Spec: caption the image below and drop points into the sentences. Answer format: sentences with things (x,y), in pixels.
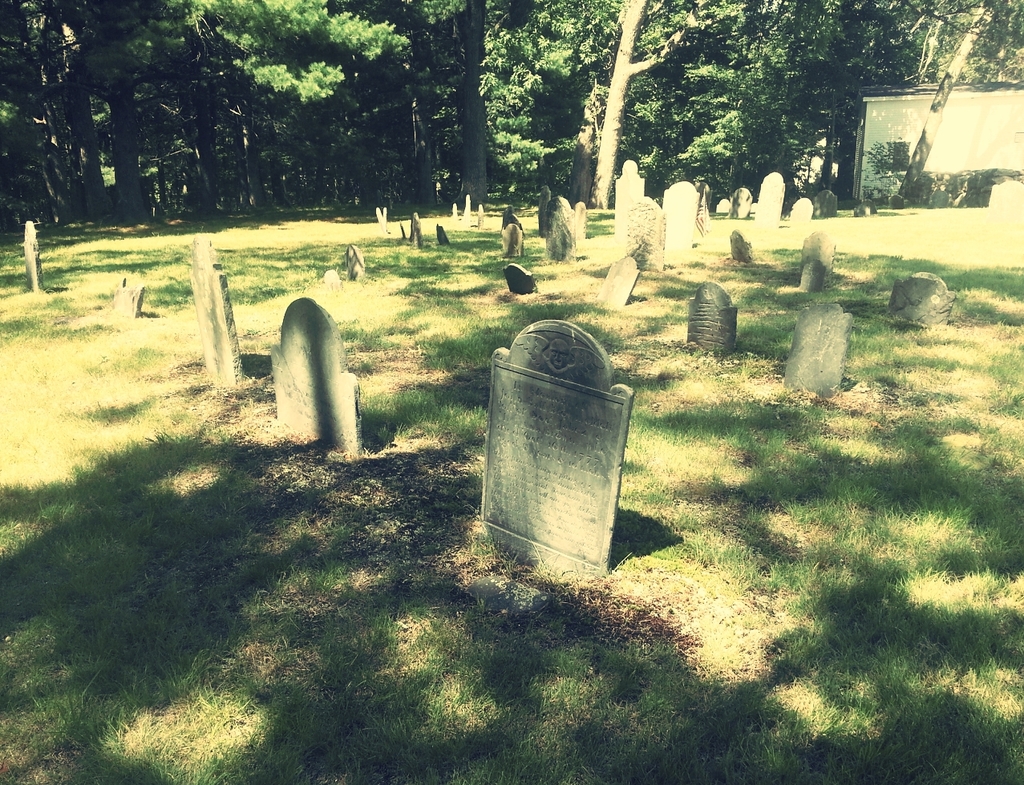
In this image I can see cemetery (562,218) on the ground (621,604). To the right (939,161) I can see the shed (918,120). In the back (459,103) there are many trees (437,107).
